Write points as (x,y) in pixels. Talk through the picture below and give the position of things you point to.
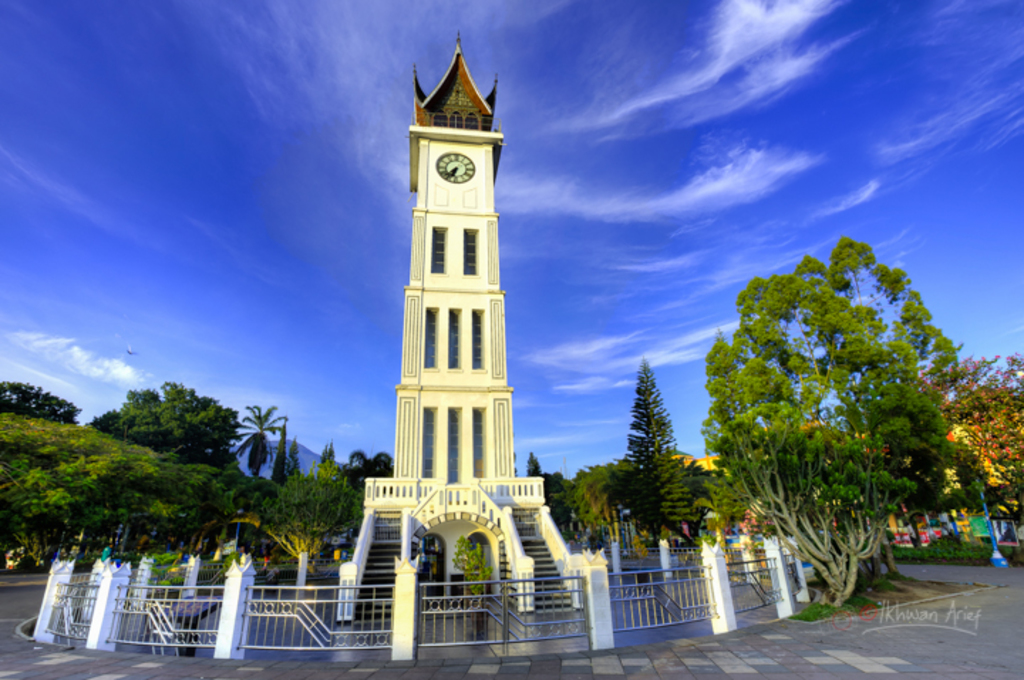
In this image I can see a building (479,394) and over here I can see a clock (443,178). In the background (73,498) I can see number of trees (78,466), a blue colour pole (986,515), clouds (557,379) and the sky (310,283).
